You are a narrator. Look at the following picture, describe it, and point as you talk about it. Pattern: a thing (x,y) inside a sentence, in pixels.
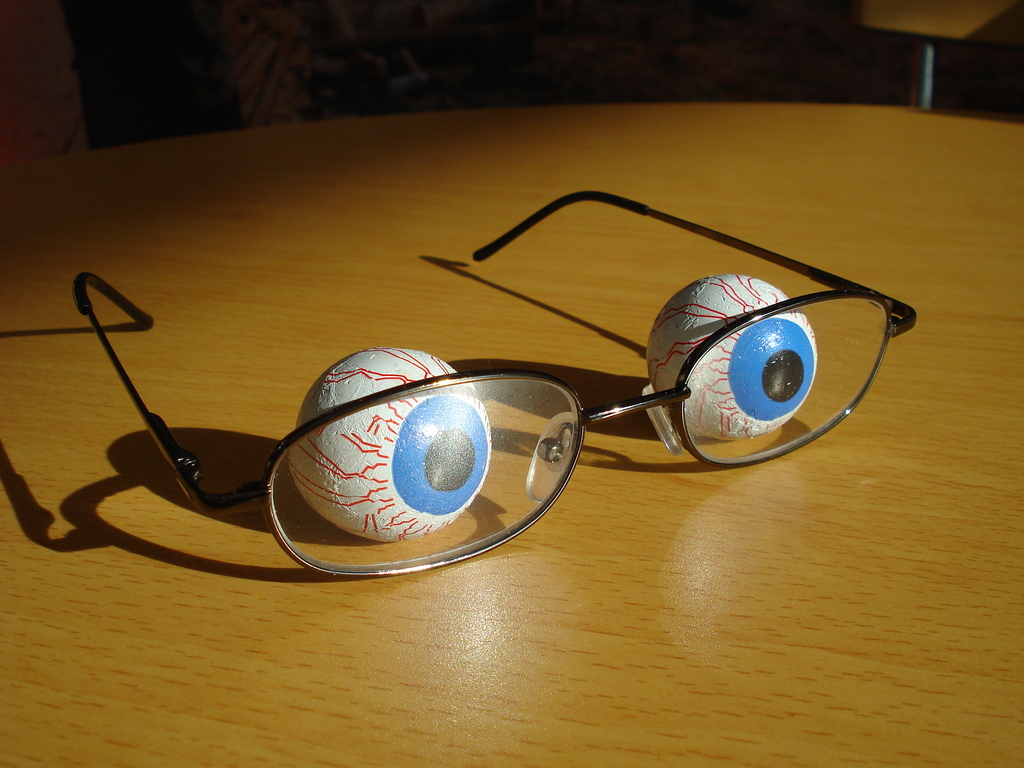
In this picture I can see spectacles (447,398) and couple of balls (395,445) with painting (472,440) on the table (417,266).
